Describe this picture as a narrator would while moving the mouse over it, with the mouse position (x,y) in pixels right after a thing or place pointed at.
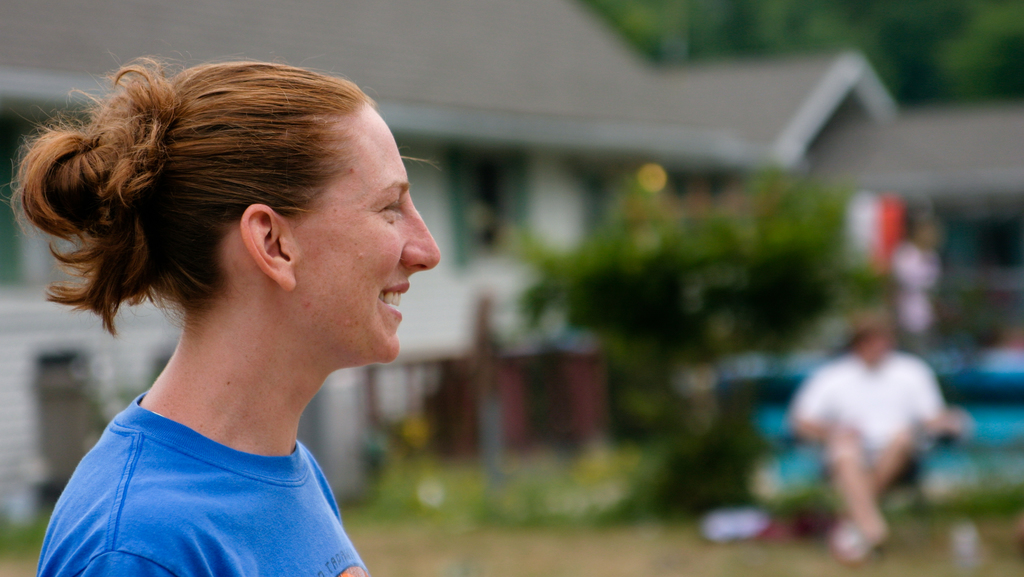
In this image in the front (271,301) there is a person (259,362) smiling. In the background (580,215) there are trees (752,241), there is a building (415,126) and there are persons (867,354).
